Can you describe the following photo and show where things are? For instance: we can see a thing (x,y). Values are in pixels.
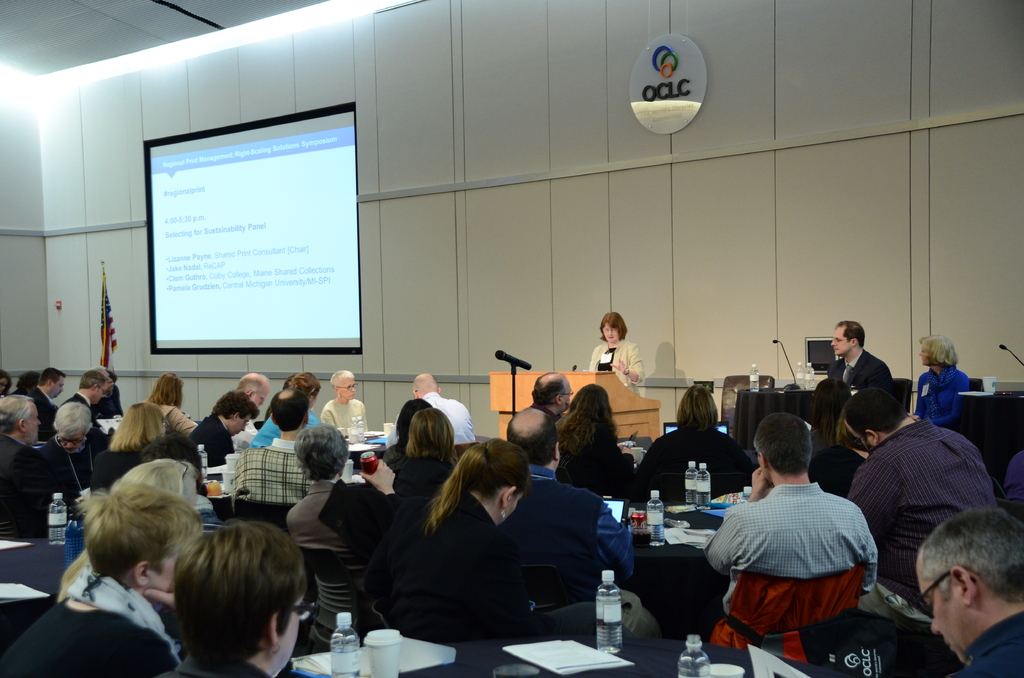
In this image there are many people (428,554) sitting on the chairs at the tables (407,677). On the table (471,660) there are papers (594,649), bottles (607,600), drink cans (634,521) and glasses (381,633). In front of them there is a woman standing at the podium (608,390). In front of the podium (525,376) there is a microphone (513,369). Behind her there is a wall (455,125). To the left (269,233) there is a projector board (241,229) hanging on the wall (126,288). Beside the board (222,250) there is a flag (104,316) to the pole (104,316). At the top (684,90) there is a board (649,91) with logo (667,47) on the wall (710,89).
